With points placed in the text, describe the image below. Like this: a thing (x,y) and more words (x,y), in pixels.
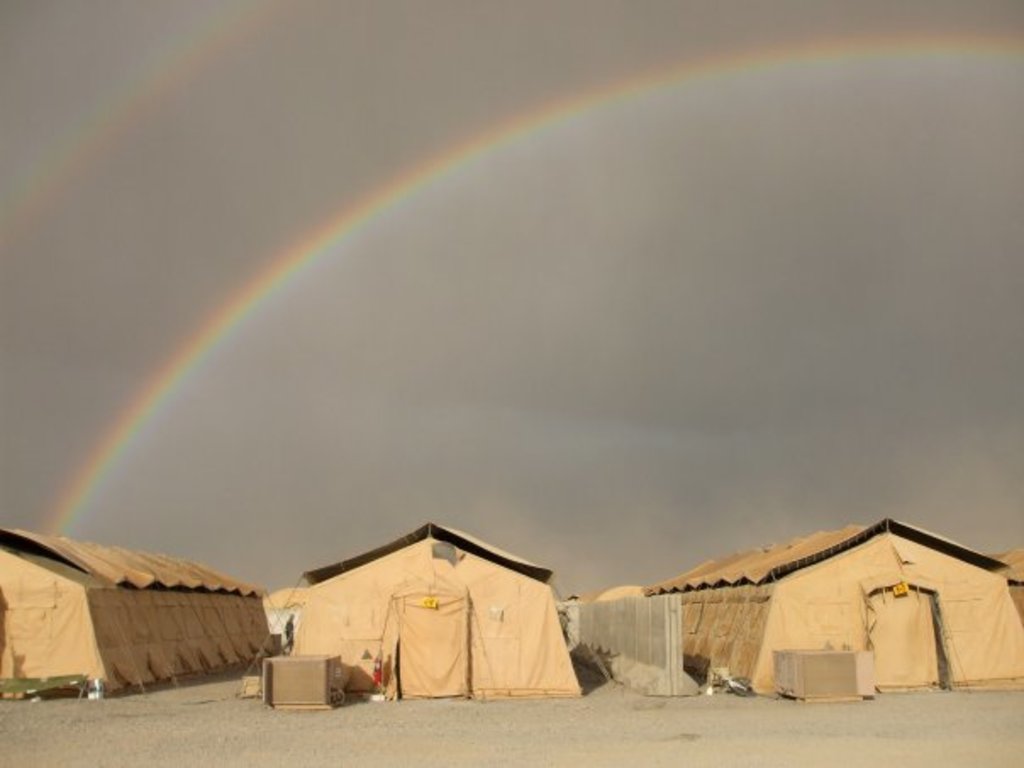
At the bottom of the image (380,641) there are tents (747,644). In the background (810,417) there is a sky (275,306) and rainbow (284,259).
